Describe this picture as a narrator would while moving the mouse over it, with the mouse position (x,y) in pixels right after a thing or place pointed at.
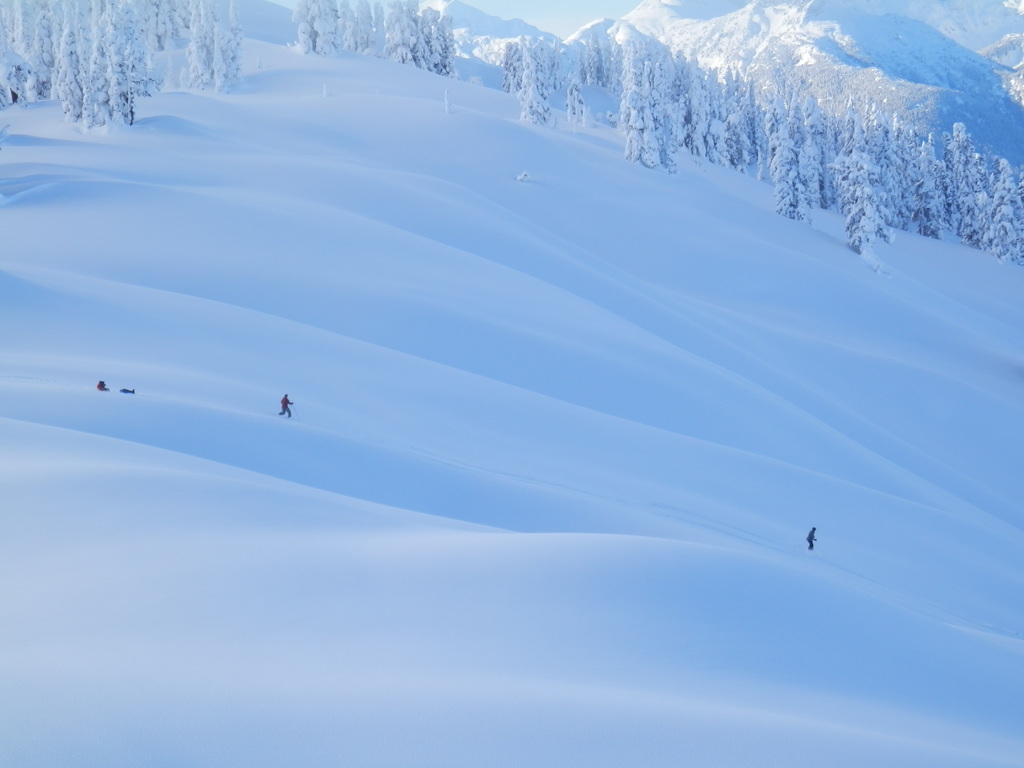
In this image people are skating on the snow (544,376). At the background (955,164) there are trees (751,109) and mountains (782,73).
